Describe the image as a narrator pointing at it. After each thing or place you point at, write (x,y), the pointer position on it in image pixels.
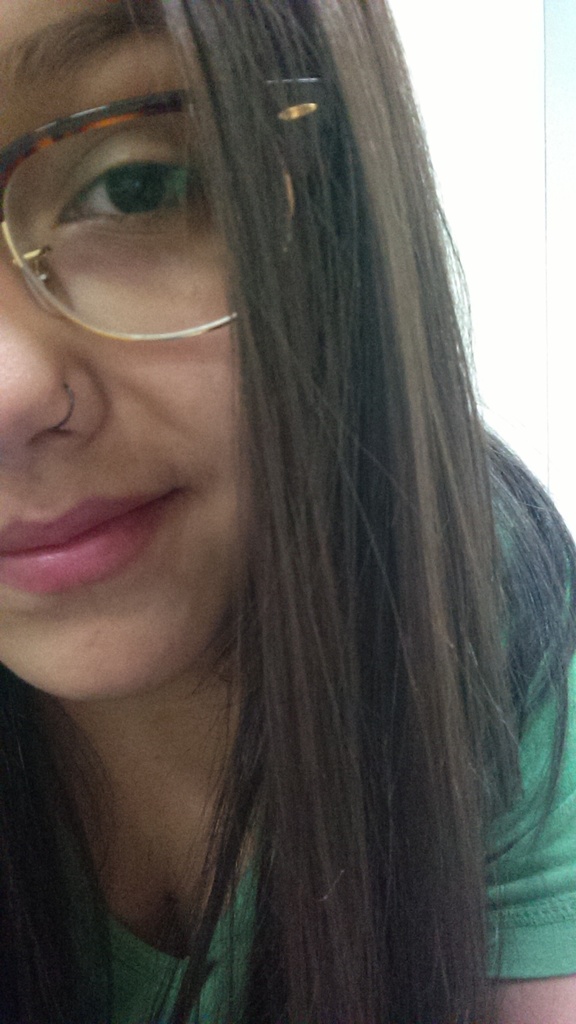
In this image we can see a person (162,484) and the person (143,206) is wearing the spectacles (88,269).
